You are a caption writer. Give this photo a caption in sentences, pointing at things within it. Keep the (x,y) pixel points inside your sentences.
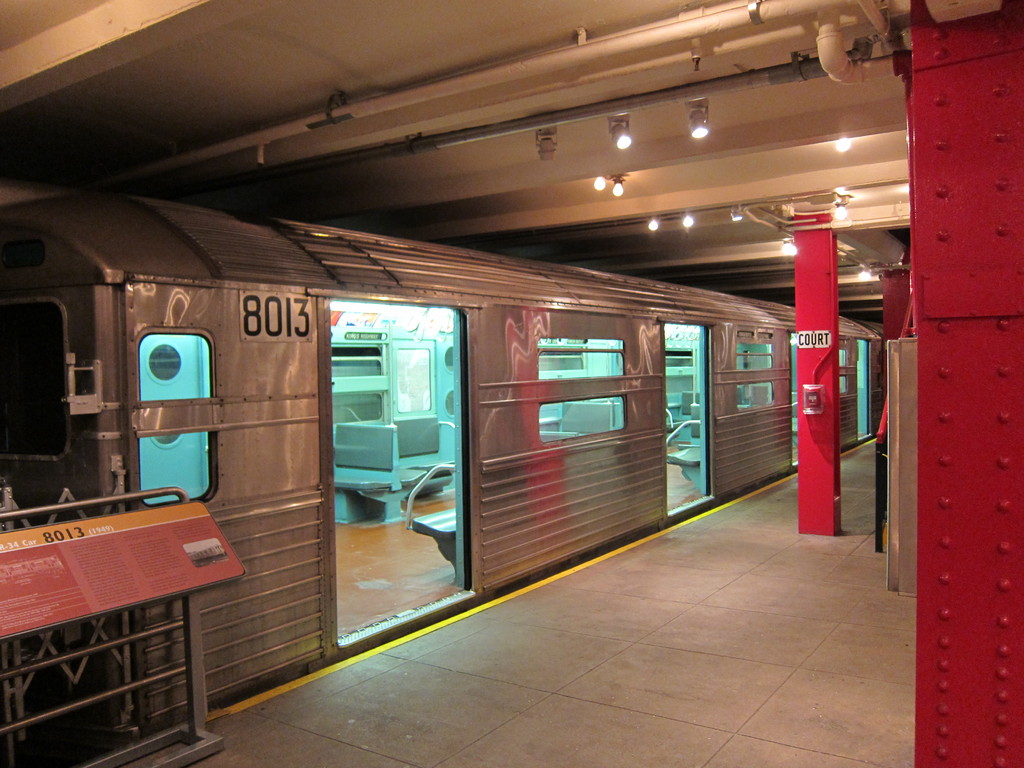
In the image there is a subway (797,344) and there is a train (414,503) beside the platform (770,502) and there is a red color pillar (838,445) on the platform (792,511).
